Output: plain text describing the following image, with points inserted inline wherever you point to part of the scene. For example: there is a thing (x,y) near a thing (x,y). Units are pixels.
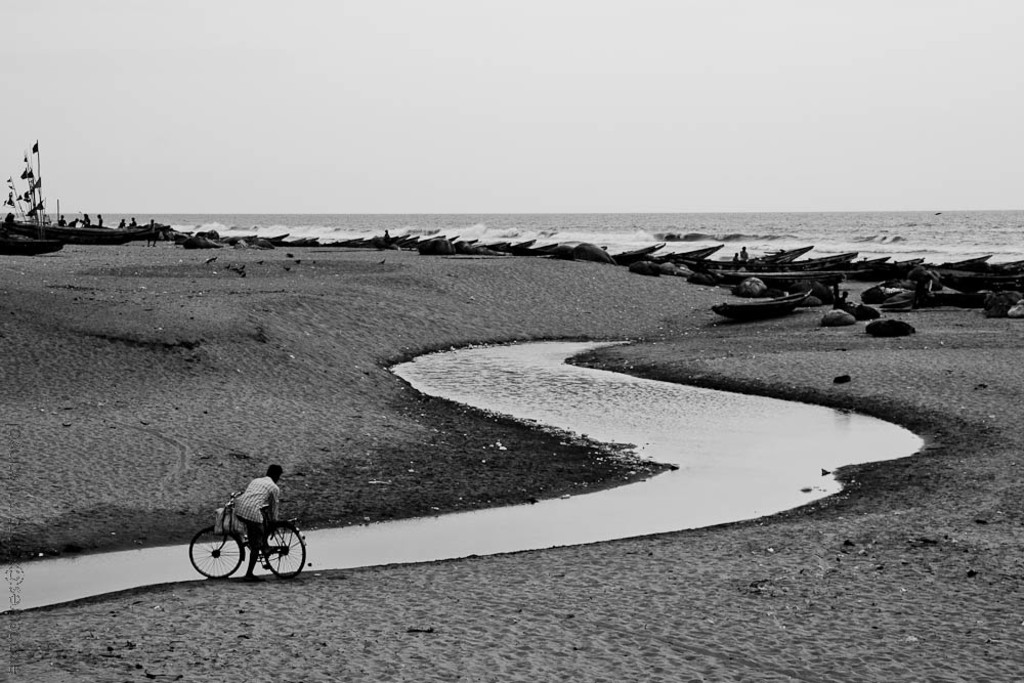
This picture describe a beautiful view of the seashore (552,662) and a small lake (571,409) passing through it, Man (264,527) is standing and holding this bicycle (284,552) near the lake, Behind we can see many boats (808,278) and two man (737,251) standing on it, On the left side (149,235) we can see a group of people (83,228) standing on the boat (39,226) and flags (37,207) on it. Extreme behind we can see the sea waves (543,220) and a clear sky (587,138).
